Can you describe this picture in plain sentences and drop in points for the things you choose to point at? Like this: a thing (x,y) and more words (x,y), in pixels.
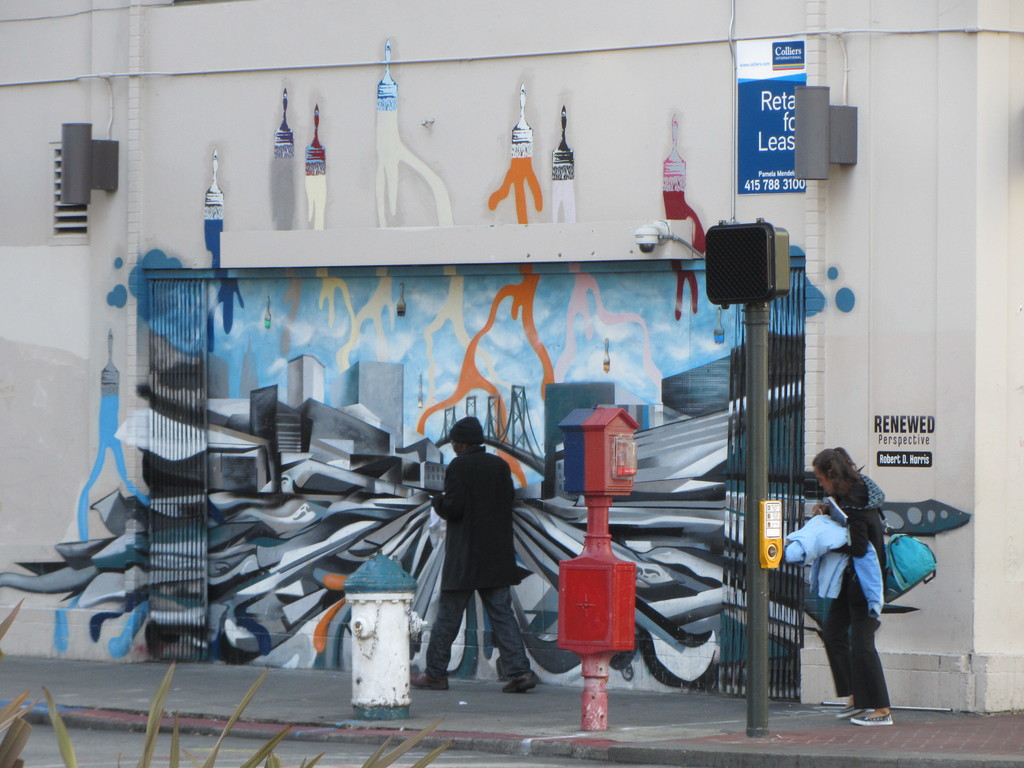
In the center of the image (577,491) there is a hydrant (385,687) and we can see poles (763,634). There are people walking on the sidewalk (644,705). In the background (188,306) there is a wall (440,73) and we can see a painting (545,381) on it.
